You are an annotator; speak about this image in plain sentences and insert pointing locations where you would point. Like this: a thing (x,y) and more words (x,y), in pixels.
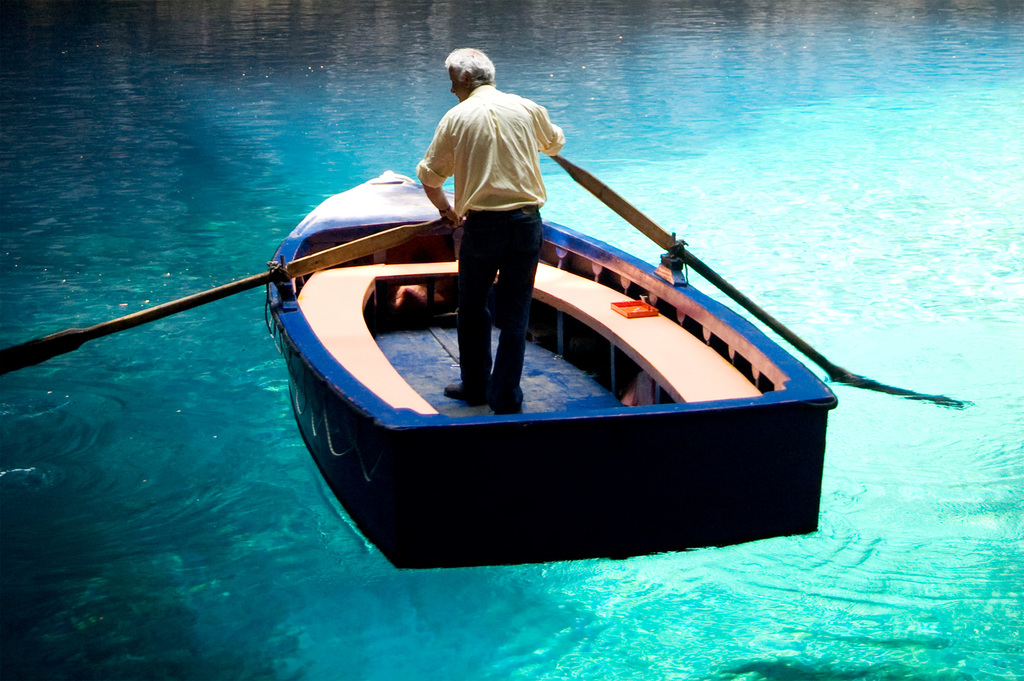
In this picture we can see a boat (581,324) on water (29,498), here we can see a person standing and holding paddles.
